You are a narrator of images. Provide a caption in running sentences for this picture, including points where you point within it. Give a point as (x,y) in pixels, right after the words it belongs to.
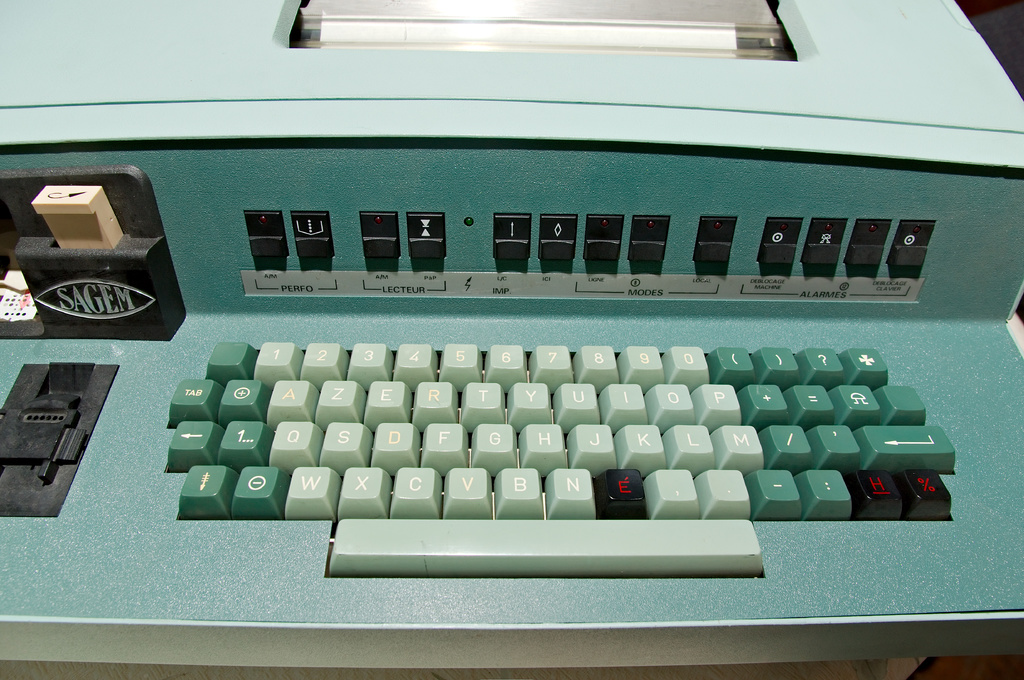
In this picture we can observe a typing machine (484,473). We can observe green and pale green color keys (447,418). This machine (219,396) is in blue and green color. We can observe black color keys (910,237) on this machine (323,259).
